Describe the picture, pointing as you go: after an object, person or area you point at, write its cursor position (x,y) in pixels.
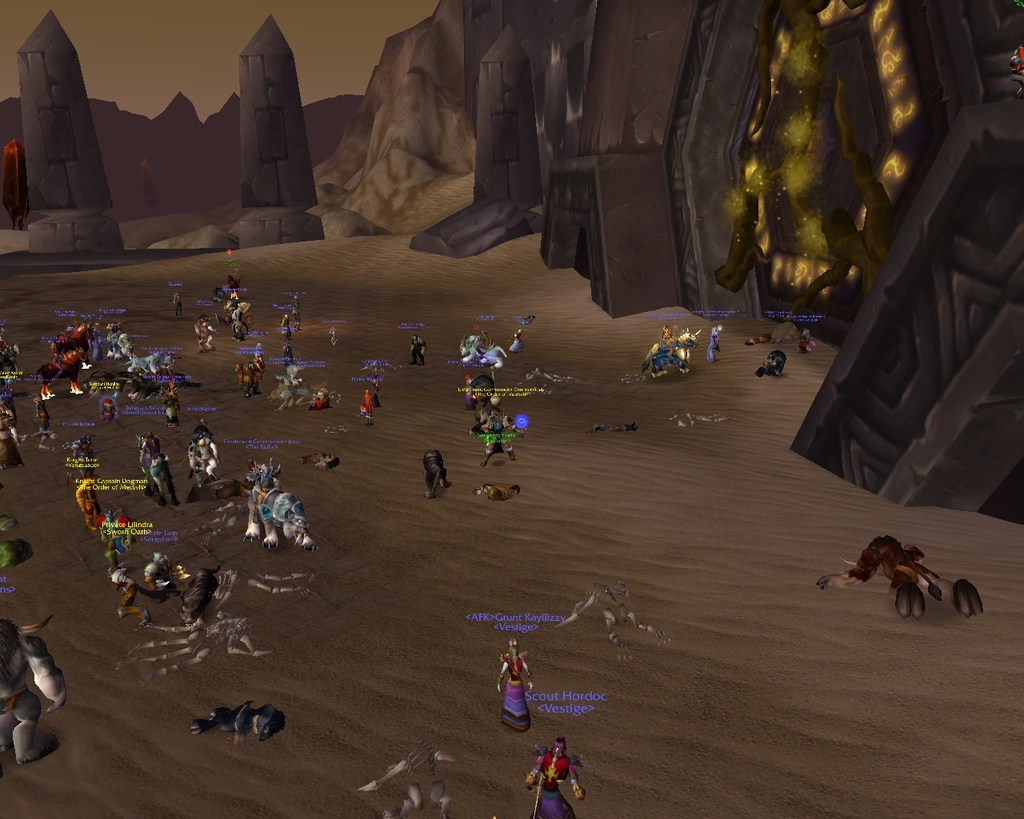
This is an animated image we can see few persons (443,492) on the sand (189,507), texts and objects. In the background (630,300) we can see mountains (331,198), towers (522,193), wall (690,170), sky (409,7) and objects (814,104).
